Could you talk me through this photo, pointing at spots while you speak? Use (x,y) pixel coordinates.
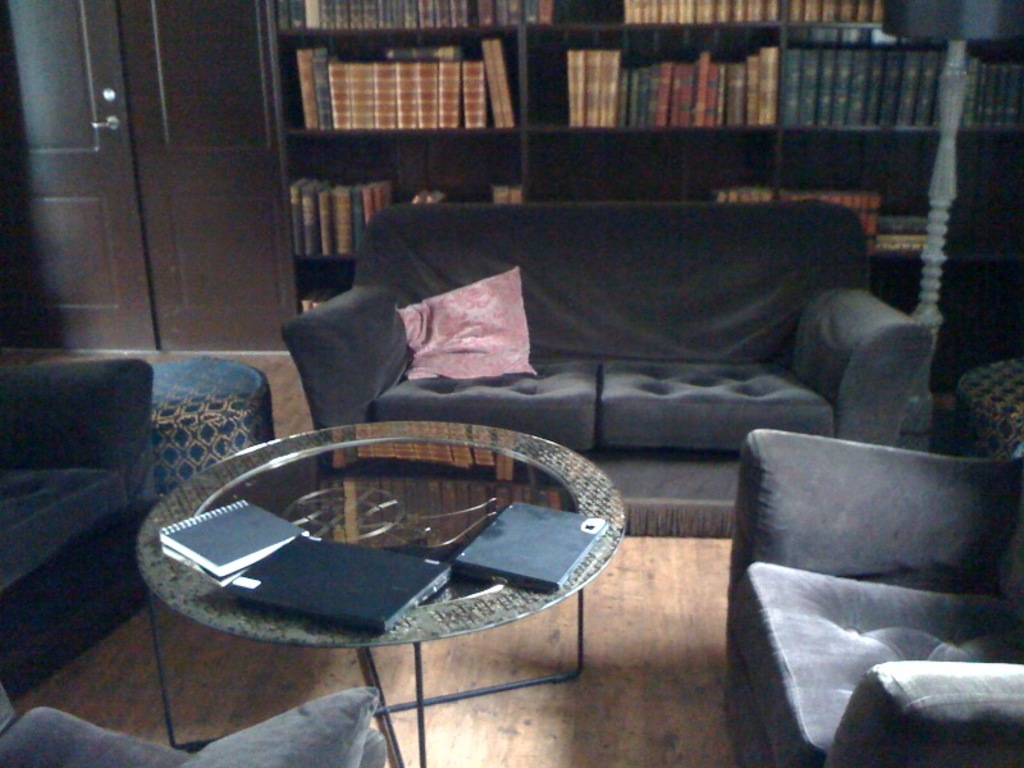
In this image, we can see sofa (546,357), cushion (473,354), table (346,482), few items (367,623) are there, floor (624,691). And the background (928,126), there is a big shelf (659,137), books (787,58) are filled. And right side (952,99), we can see lamp (940,198). Left side (118,185), there is a door (127,197).
